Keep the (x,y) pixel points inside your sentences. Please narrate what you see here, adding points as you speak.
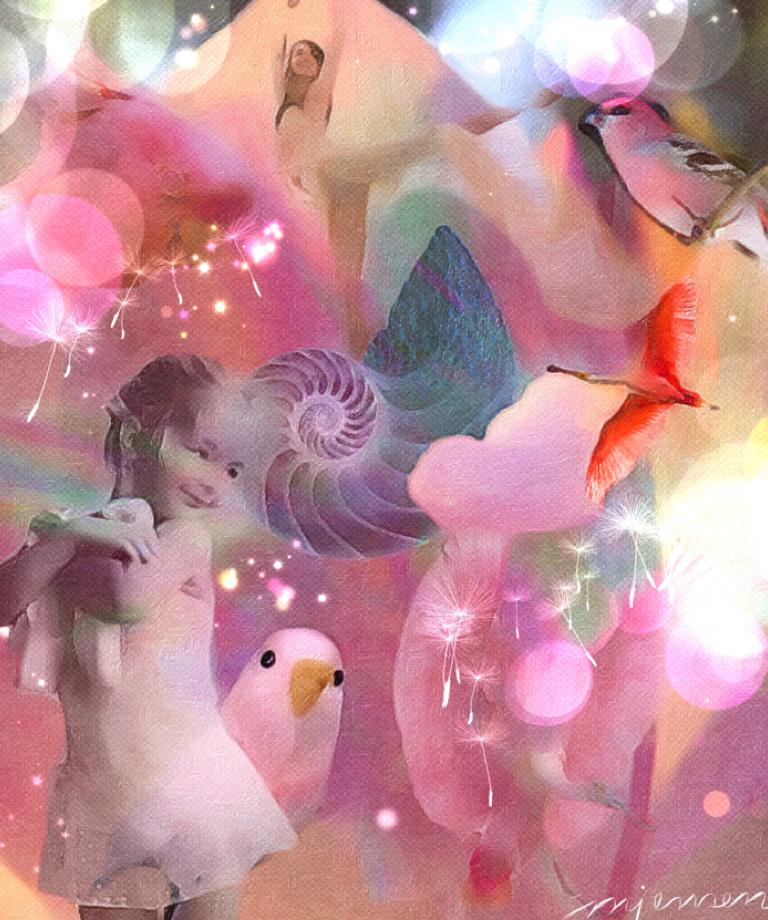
This image looks like it is edited. On the left (226,771), we can see a girl (140,747). And there are birds (334,741) along with light effects (153,32).
